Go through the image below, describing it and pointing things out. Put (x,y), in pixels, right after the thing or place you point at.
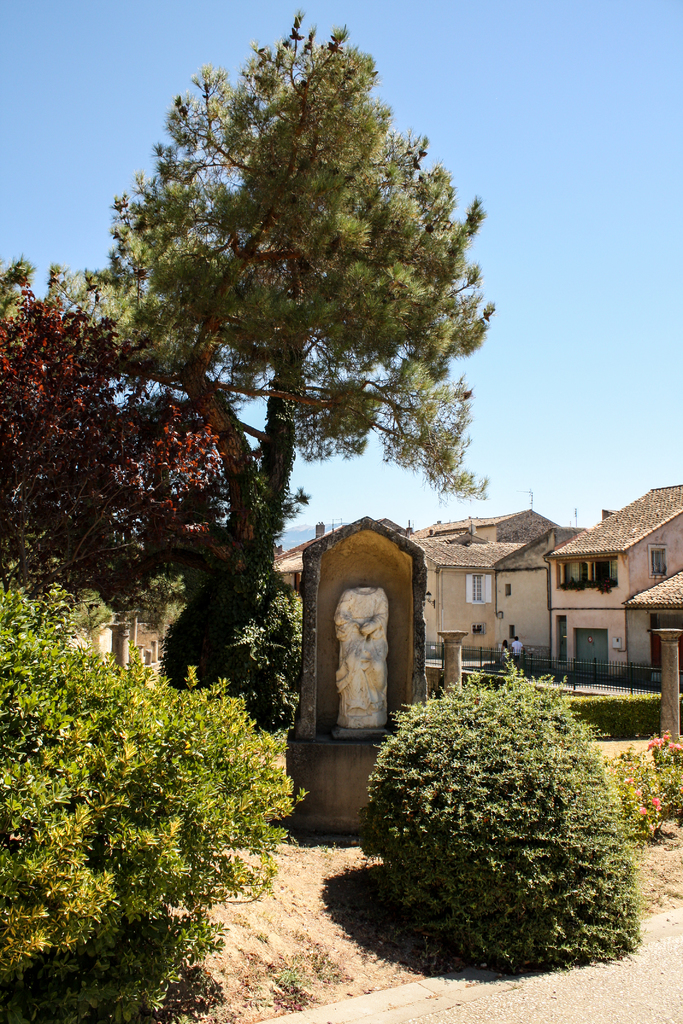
In this image we can see trees (141,542), plants (241,705), statue (380,670) on a platform (314,799). In the background (593,408) there are houses (287,581), few persons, windows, roofs (387,520) and sky (61,67).
